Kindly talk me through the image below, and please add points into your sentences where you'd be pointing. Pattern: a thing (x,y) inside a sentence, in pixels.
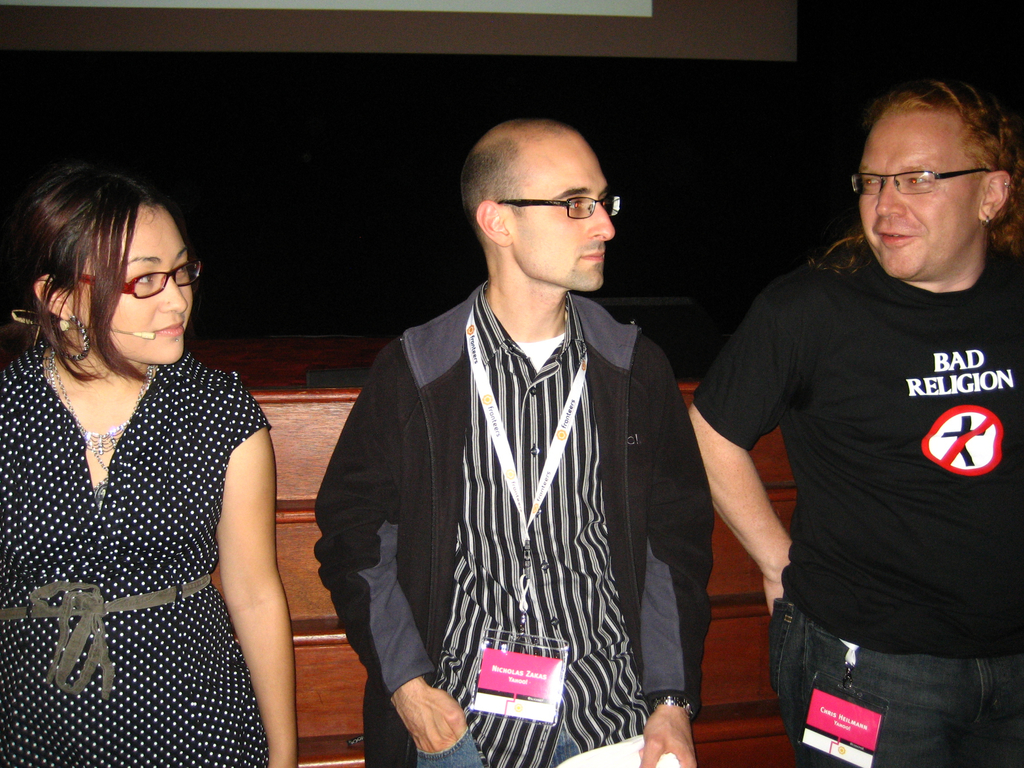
In this image we can see people (766,338) standing on the floor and one of them is attached with a mic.
